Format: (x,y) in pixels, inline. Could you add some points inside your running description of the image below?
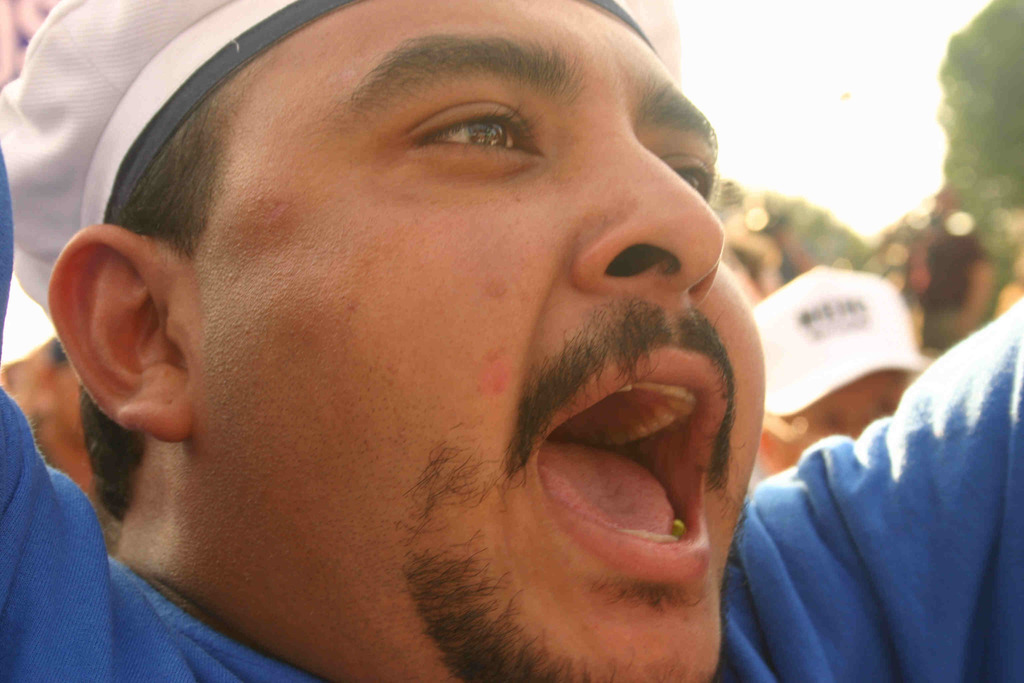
In this image we can see a person (223,488) wearing blue color dress (96,663) white color cap (173,48) screaming and at the background of the image (791,334) there are some more persons (849,301).
